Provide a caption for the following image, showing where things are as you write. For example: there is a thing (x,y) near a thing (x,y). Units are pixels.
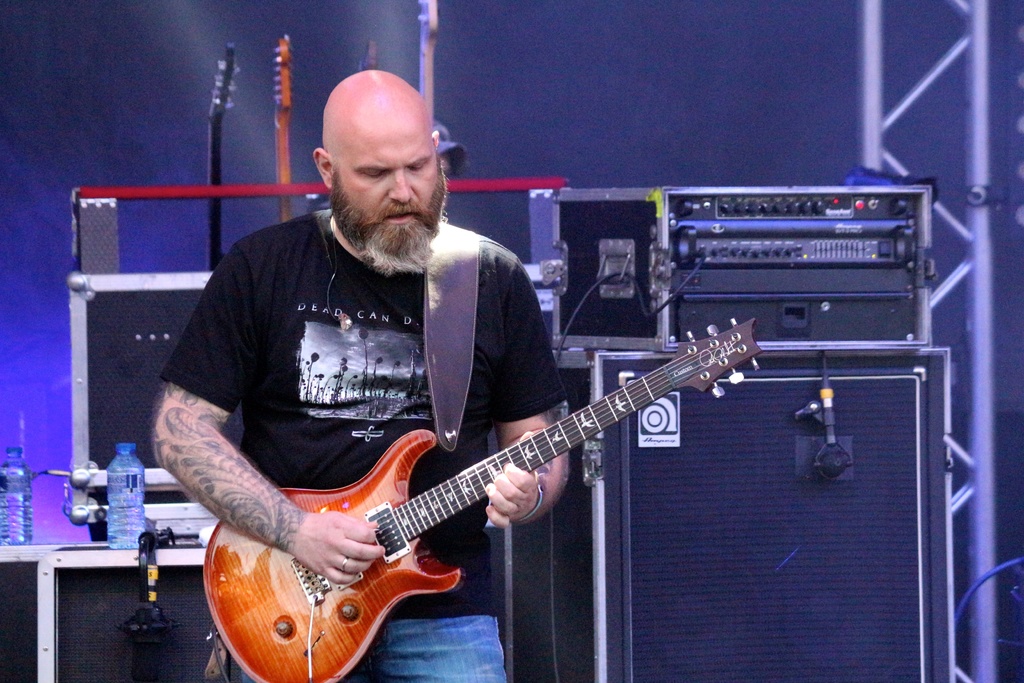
In this picture we can see man (509,375) holding guitar (324,496) in his hand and playing it and in background (741,247) we can see speakers (770,380), device (861,274), bottles (128,445), rods (887,121), pillar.
